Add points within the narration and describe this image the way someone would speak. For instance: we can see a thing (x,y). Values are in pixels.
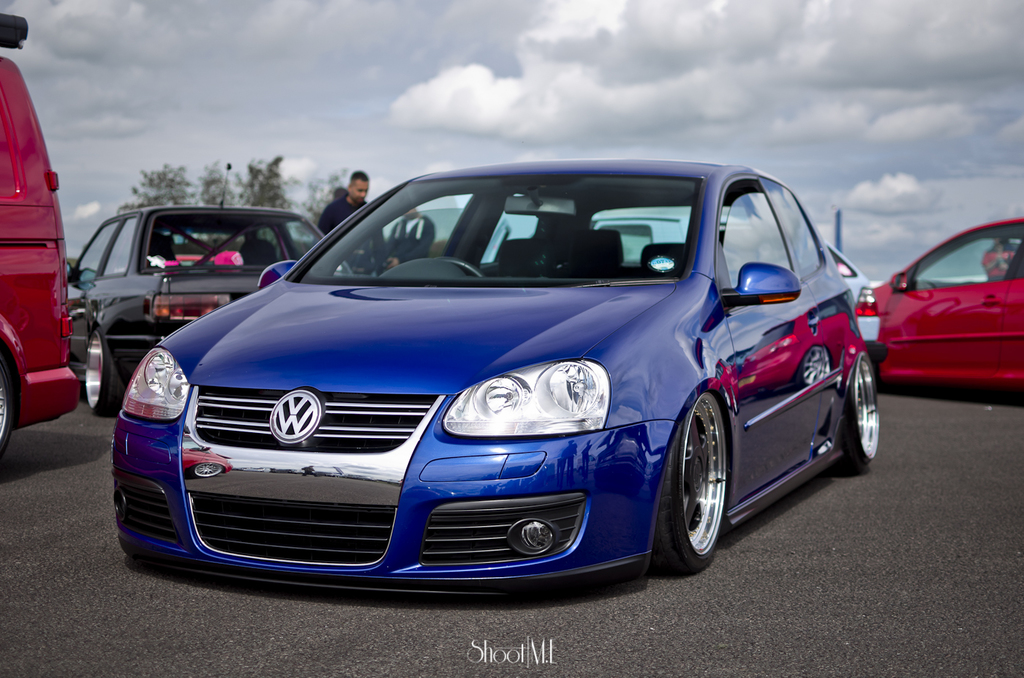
In the image there are few cars (403,389) on the road (715,619). Behind them there is a man (345,199), pole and a tree (257,177). At the top of the image (244,161) there is sky (592,61) with clouds (523,73). At the bottom of the image (478,651) there is a name (478,651).
